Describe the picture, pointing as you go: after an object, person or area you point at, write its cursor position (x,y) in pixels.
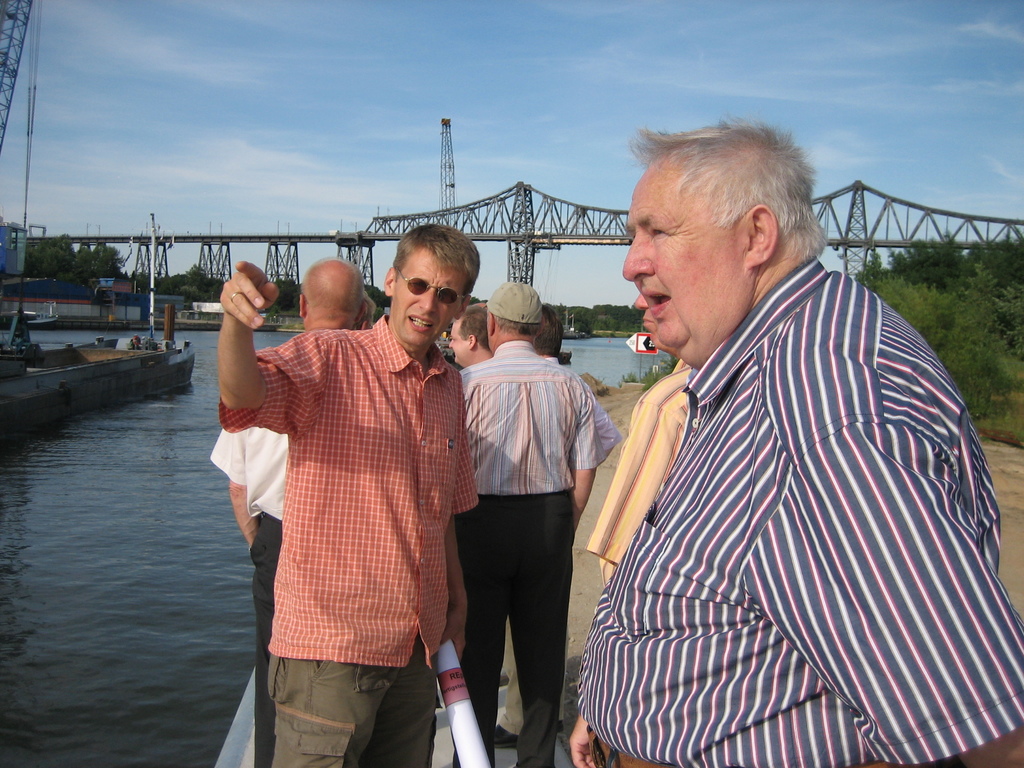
In this image there are a few people (572,479) standing on the ground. Beside them there is the water (137,399). There are boats (88,346) on the water (118,331). In the background (116,236) there is a bridge (453,212) across the water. There are trees (899,282) in the image. At the top (406,89) there is the sky (410,77).
